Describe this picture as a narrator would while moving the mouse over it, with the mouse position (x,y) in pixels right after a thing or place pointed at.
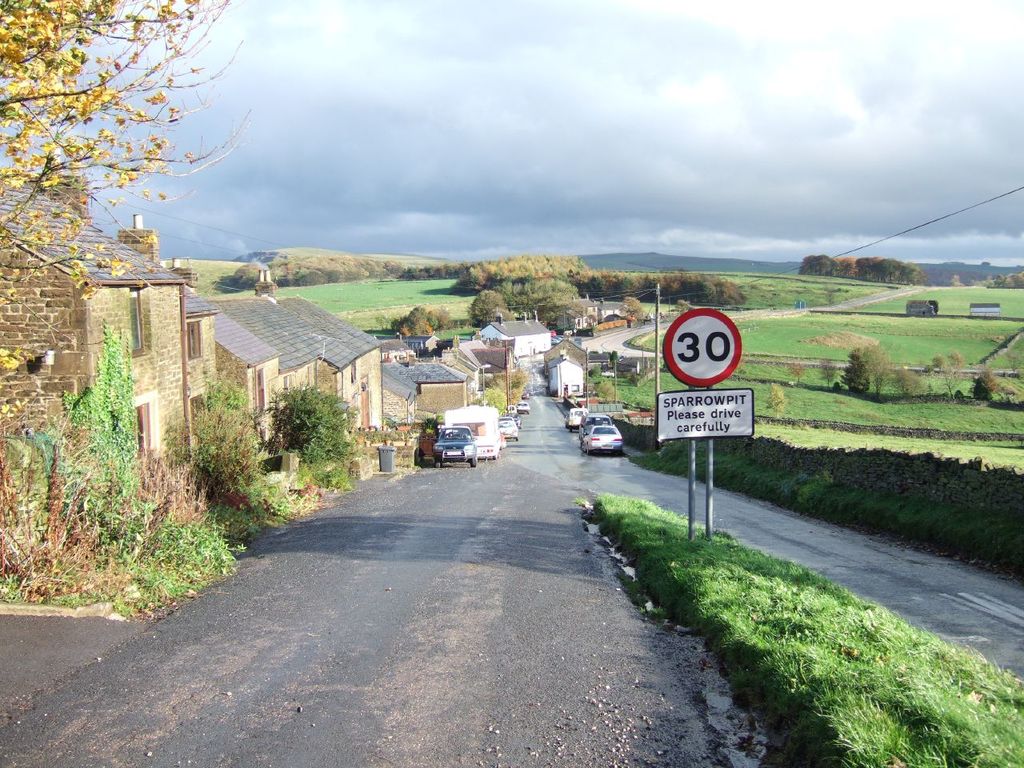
In this picture we can see many cars (608,436) on the road (556,429). Beside that we can see the buildings (406,395). On the right (693,325) there is a speed limit sign board (729,333) on the divider (698,541). On the left (326,297) background (371,282) we can see the farmland (445,297). In the background (878,266) we can see many trees (571,288), plants (728,291), grass (826,296) and the mountain (675,267). At the top (595,56) we can see sky (617,53) and clouds (589,90). Beside the car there is a electric pole (657,309) and wires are connected to it.
